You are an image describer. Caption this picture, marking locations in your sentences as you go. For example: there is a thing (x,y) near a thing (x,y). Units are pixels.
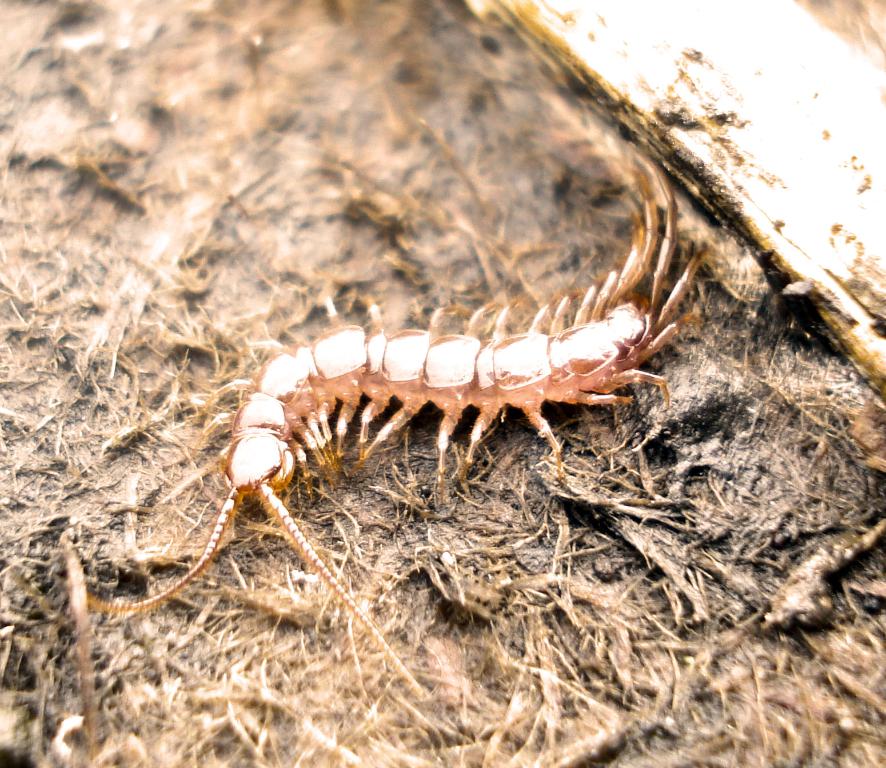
In this image, we can see gold color insect (501,378) on the ground (515,550). Right side (600,40) top corner, we can see some object (749,133) here.
